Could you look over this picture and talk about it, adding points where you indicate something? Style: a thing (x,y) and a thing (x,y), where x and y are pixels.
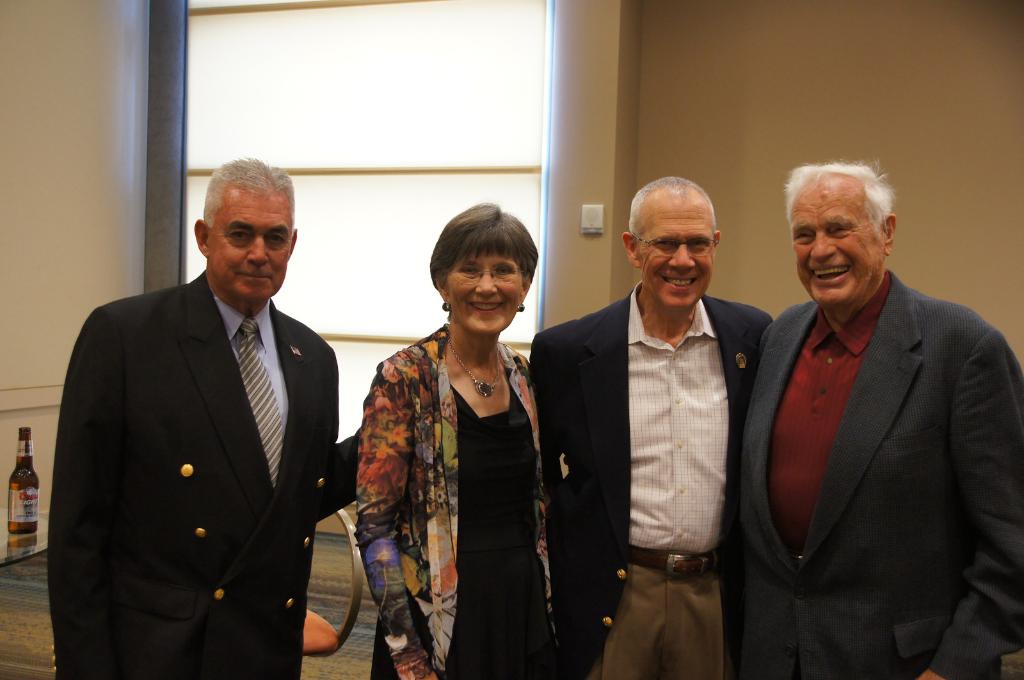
In this picture we can see a group of people (576,456), they are smiling and in the background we can see a wall (35,372).
